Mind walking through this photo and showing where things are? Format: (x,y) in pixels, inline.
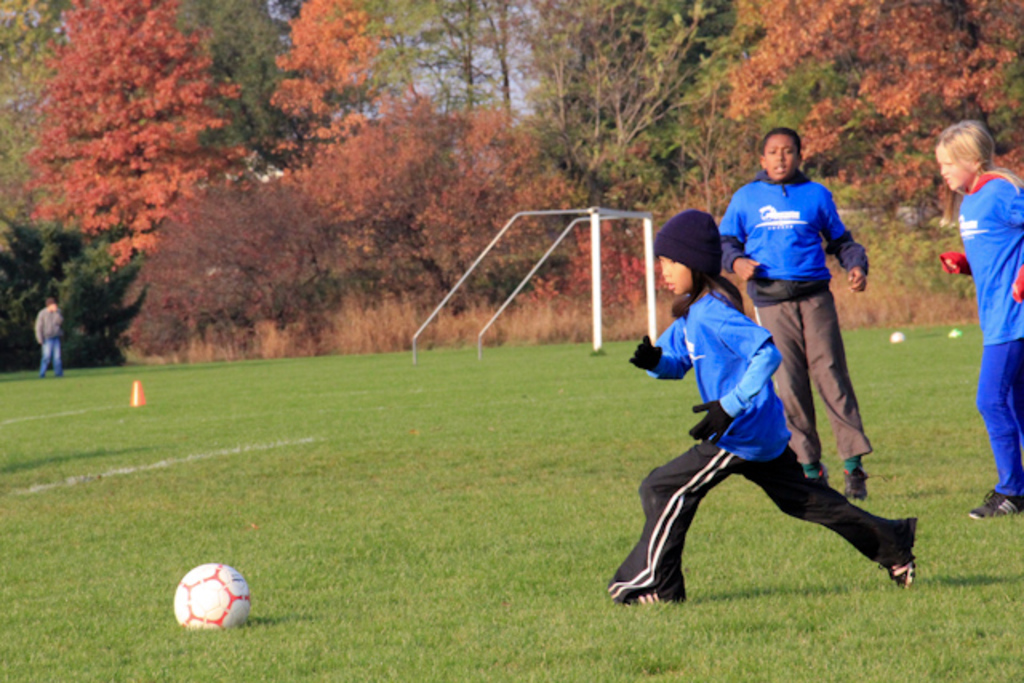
In this image we can see children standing in the sports ground (329,439), ball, trees (391,191) and sky (419,88).
